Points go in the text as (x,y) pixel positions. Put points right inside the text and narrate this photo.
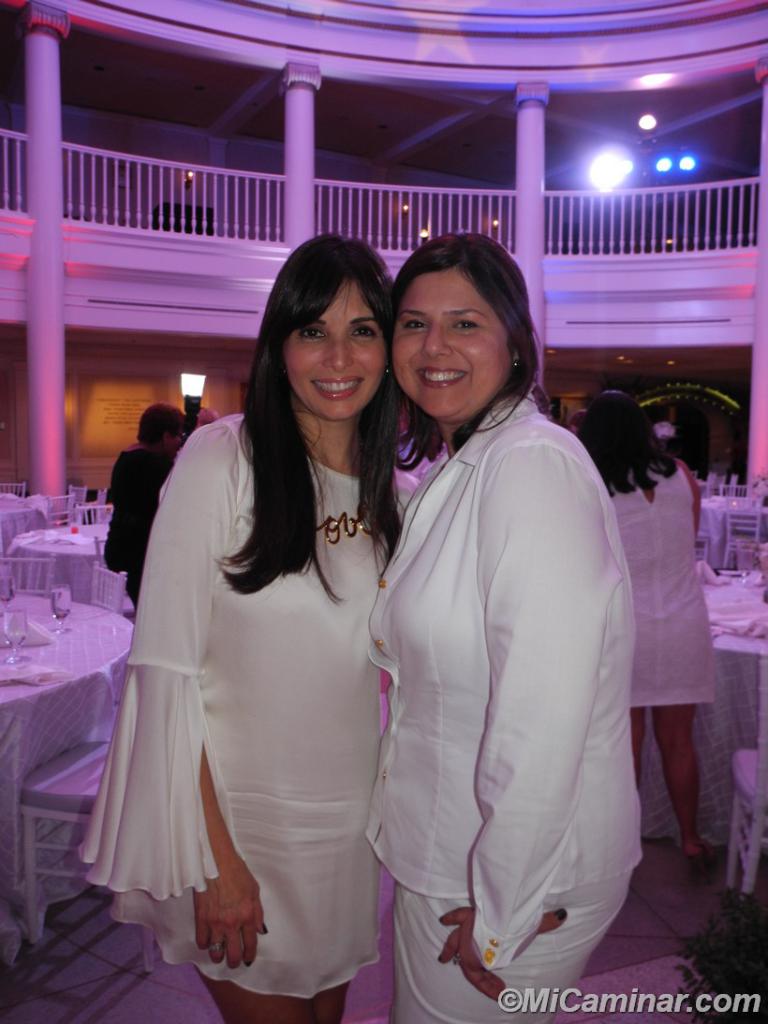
In this image I can see in the middle (362,550) two women (441,615) are standing and smiling. They are wearing white color dresses (537,737), at the back side (77,767) there are dining tables (21,749) and chairs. On the right side (652,163) there are lights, in the right hand side (704,1010) bottom there is the water mark (693,1010).
